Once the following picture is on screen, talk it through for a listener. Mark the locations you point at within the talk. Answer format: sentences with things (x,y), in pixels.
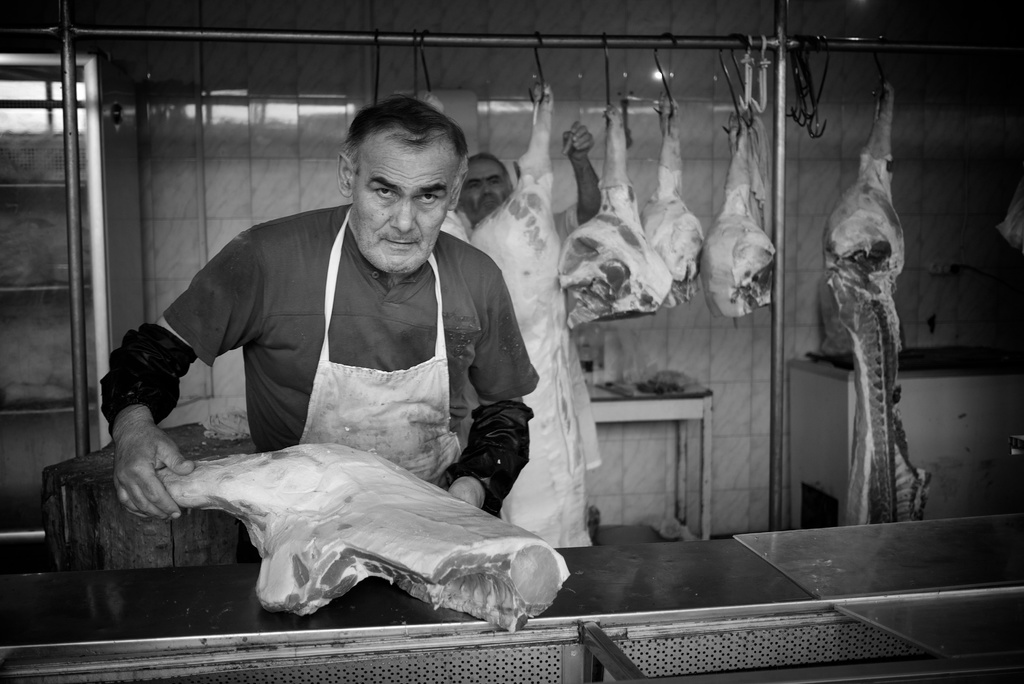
In the picture I can see a man (365,230) on the left side (258,323) and he is holding the goat meat (318,493) in his hands (130,460). I can see the goat meat (756,288) on the hook (756,102). I can see the stainless steel pole (610,46) at the top of the picture (503,36). I can see the glass display container (56,344) on the left side (36,355). I can see the wooden log (100,565) on the left side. I can see the cabinet (990,353) on the right side (940,400).
